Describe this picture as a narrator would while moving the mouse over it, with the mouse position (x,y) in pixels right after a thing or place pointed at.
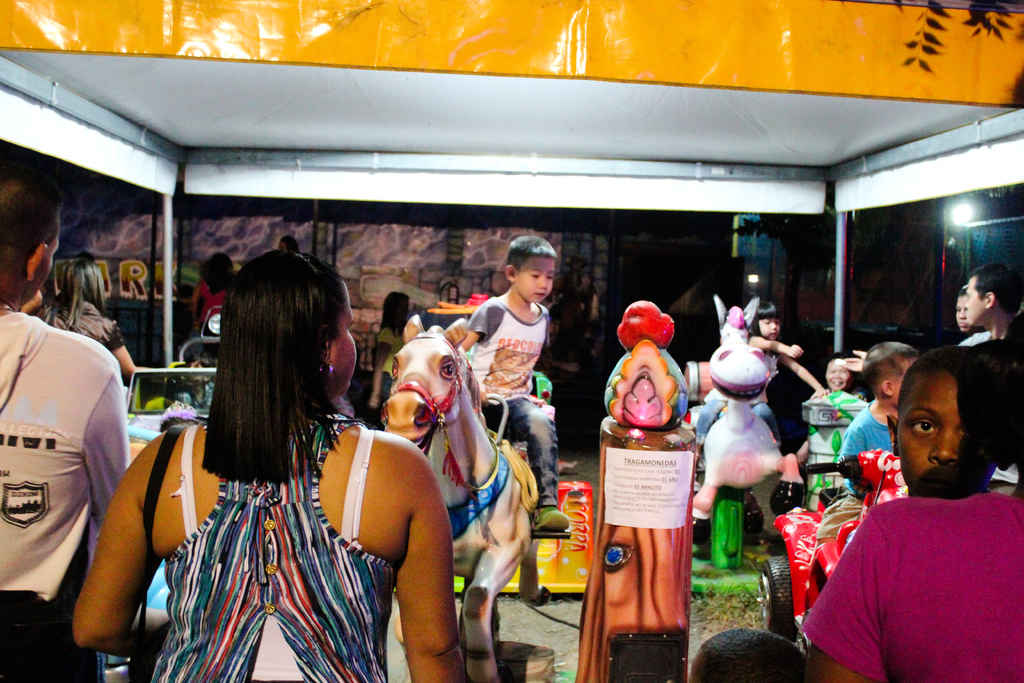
As we can see in the image there are few people (31,466) standing here and there and the boy (527,396) is sitting on toy horse (451,401).
